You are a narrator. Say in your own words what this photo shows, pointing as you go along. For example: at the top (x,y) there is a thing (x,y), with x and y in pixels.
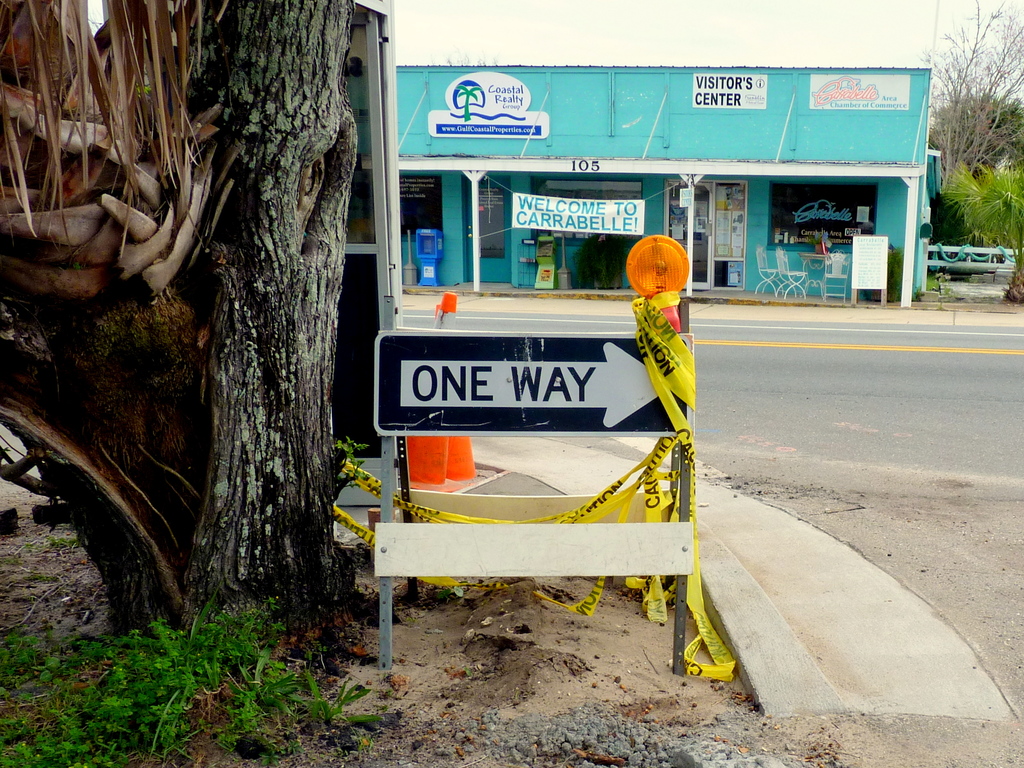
In the image we can see there is a tree (192,611) and there is a sign board (650,379) kept on the footpath (758,651). There is a building (693,289) and there are chairs (845,276) kept outside the building (913,276). There are trees (1012,229).
